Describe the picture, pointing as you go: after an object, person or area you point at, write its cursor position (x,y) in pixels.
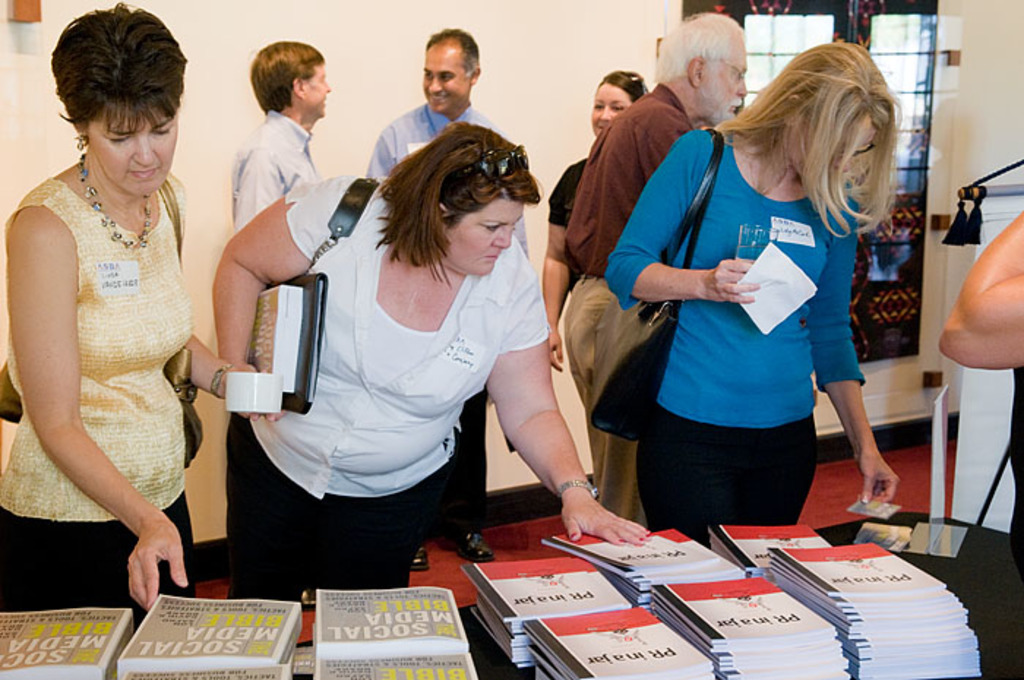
There is a group of persons (380,309) are standing as we can see in the middle of this image (588,445), and there is a wall (405,104) in the background (376,85). There is a window (779,36) on the right side of this image (906,156). There are some books (644,569) kept on a table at the bottom of this image (722,640).
